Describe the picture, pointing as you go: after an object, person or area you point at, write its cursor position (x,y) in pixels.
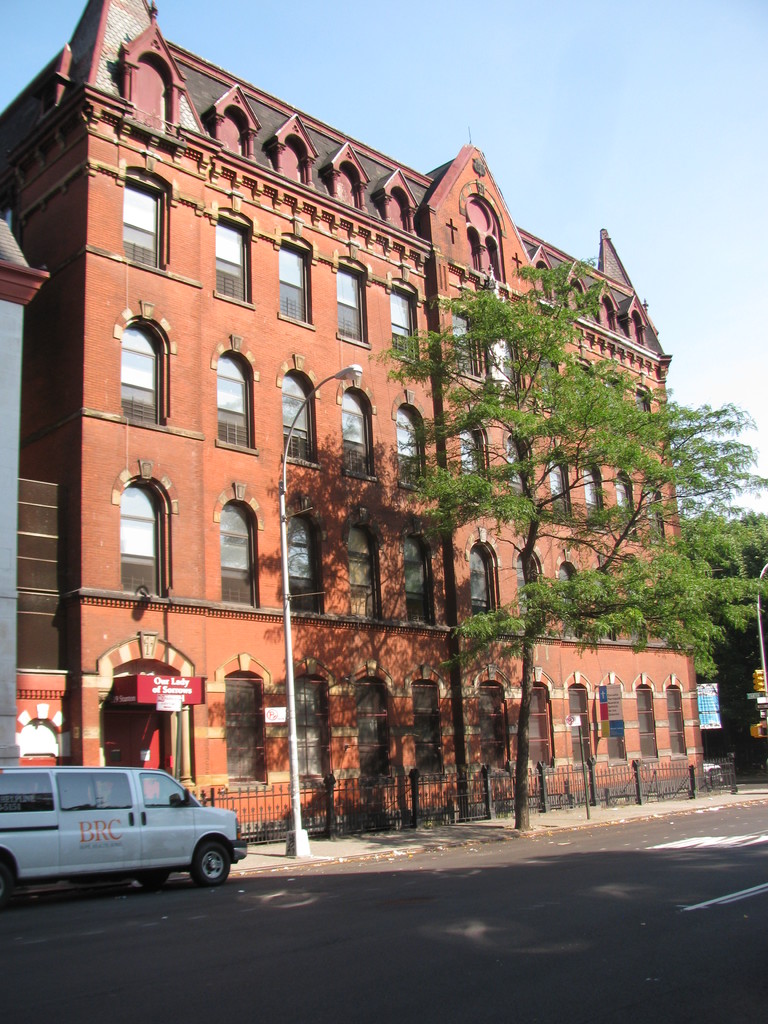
In this picture there is a building (457,219), tree (530,482), street lights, a vehicle (116,778), road (399,912) and fence (638,770). In the background (624,152) there is sky (656,166).
